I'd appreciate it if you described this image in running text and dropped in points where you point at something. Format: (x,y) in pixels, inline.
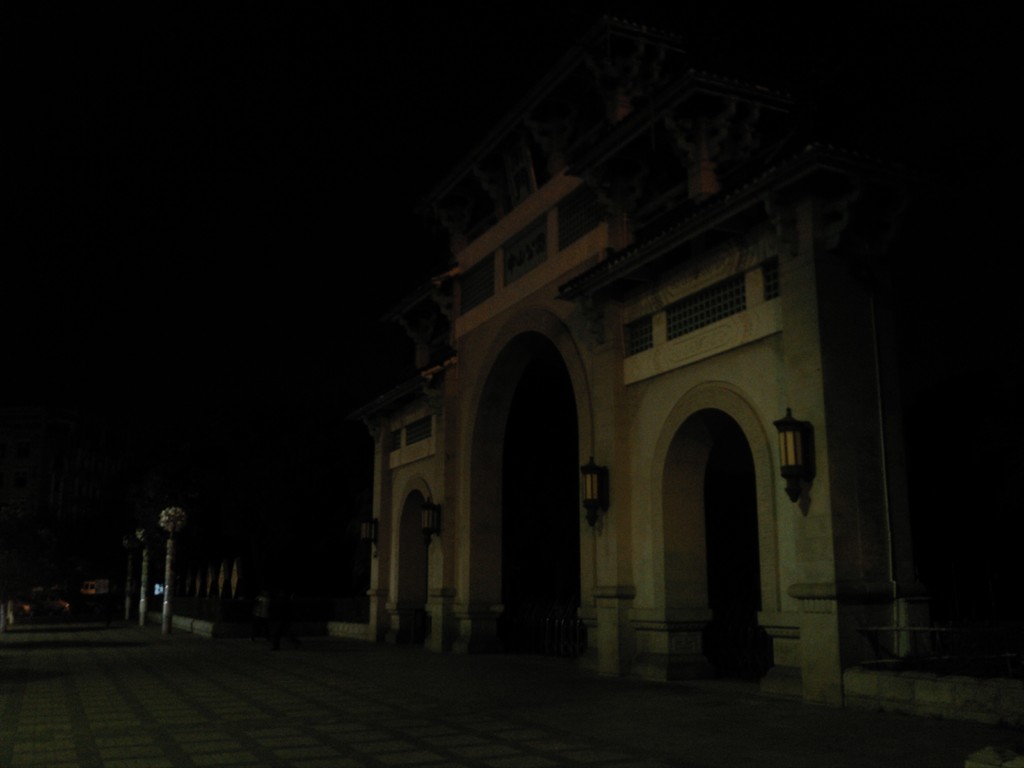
In this picture we can see a brown color building (672,497) in the front (771,479) with the hanging lights (600,511). In the front (259,704) bottom side there is a walking area (346,715). Behind there is a dark background (348,146).
